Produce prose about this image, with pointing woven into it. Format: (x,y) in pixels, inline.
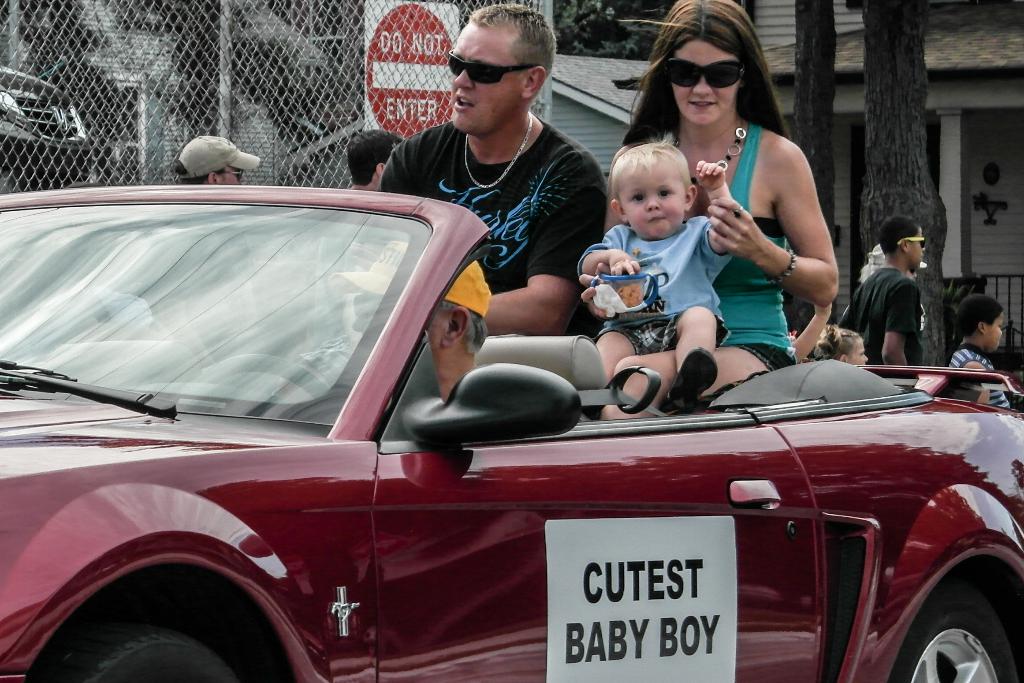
There are four persons (504,45) sitting on a car (736,391), two men (518,268), one woman (632,132) and a kid (684,162). A kid (694,219) is sitting on woman's lap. Woman (739,169) is holding a cup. On the car (650,419) there is a board (578,567) with some text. There are some other people (389,131) moving around. In the background (295,94) there is a net (254,74), houses (1014,317), tree (574,20) and truck (80,110) etc.
